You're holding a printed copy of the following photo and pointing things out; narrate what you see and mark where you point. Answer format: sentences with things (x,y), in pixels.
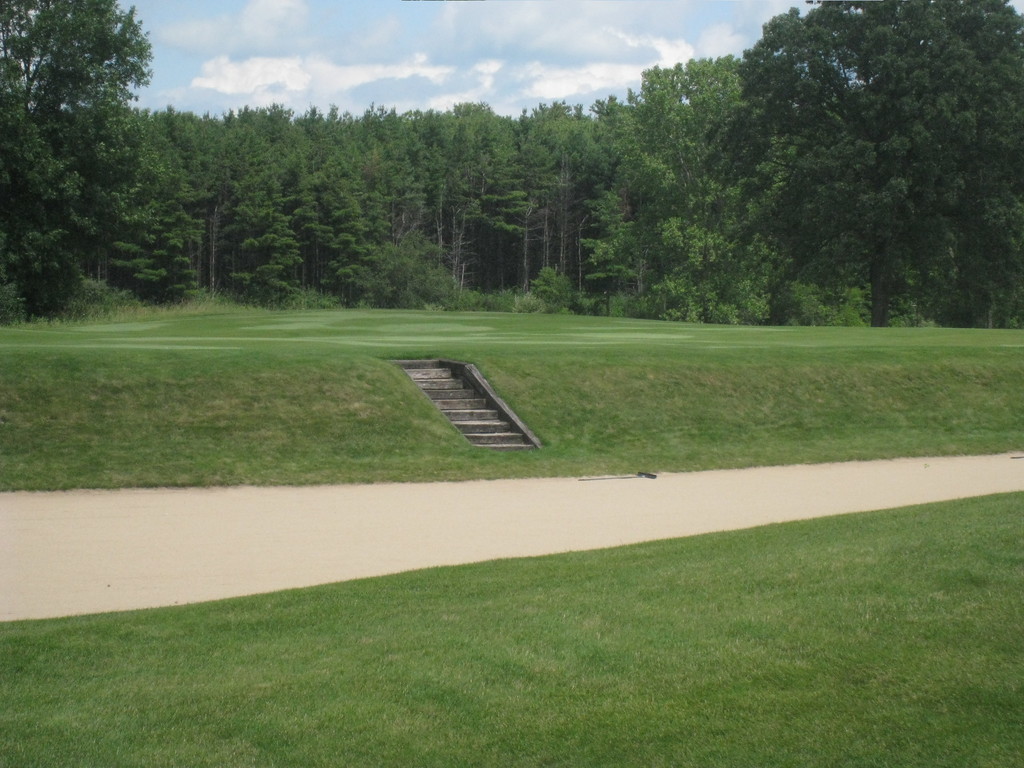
In the foreground of the picture (559,507) there are path (429,528), staircase (446,409) and grass (706,696). In the background (148,158) there are trees (43,85), plants (279,295) and grass (406,326). Sky (216,51) is cloudy.
